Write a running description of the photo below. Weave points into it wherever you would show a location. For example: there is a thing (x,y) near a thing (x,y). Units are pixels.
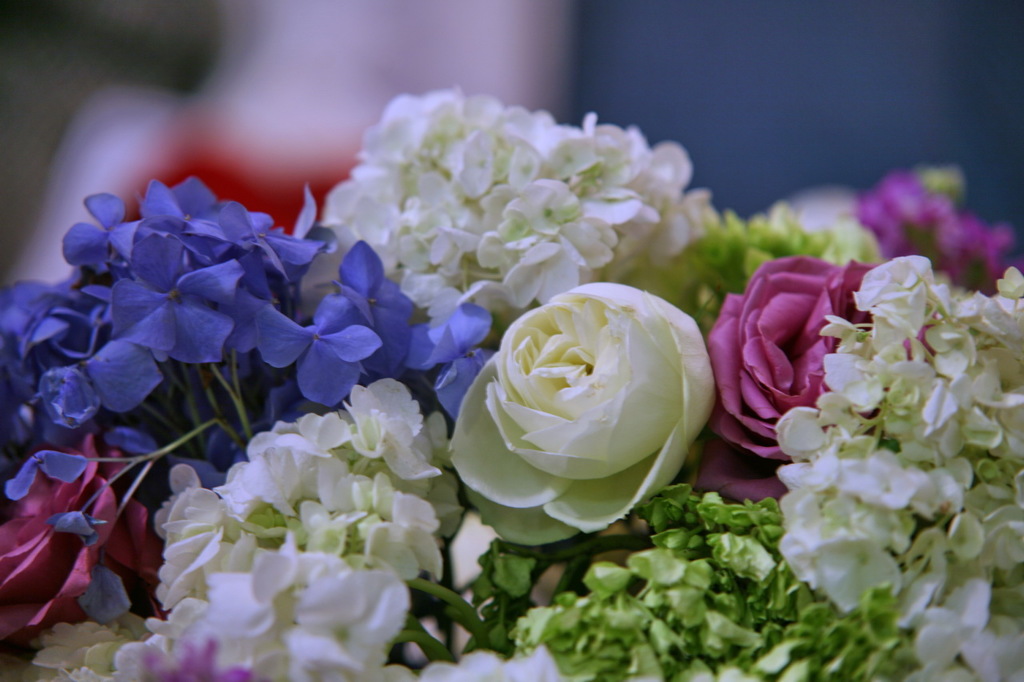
In this image I can see there are varieties of flowers (489,433) and the backdrop of the image (511,15) is blurred.
